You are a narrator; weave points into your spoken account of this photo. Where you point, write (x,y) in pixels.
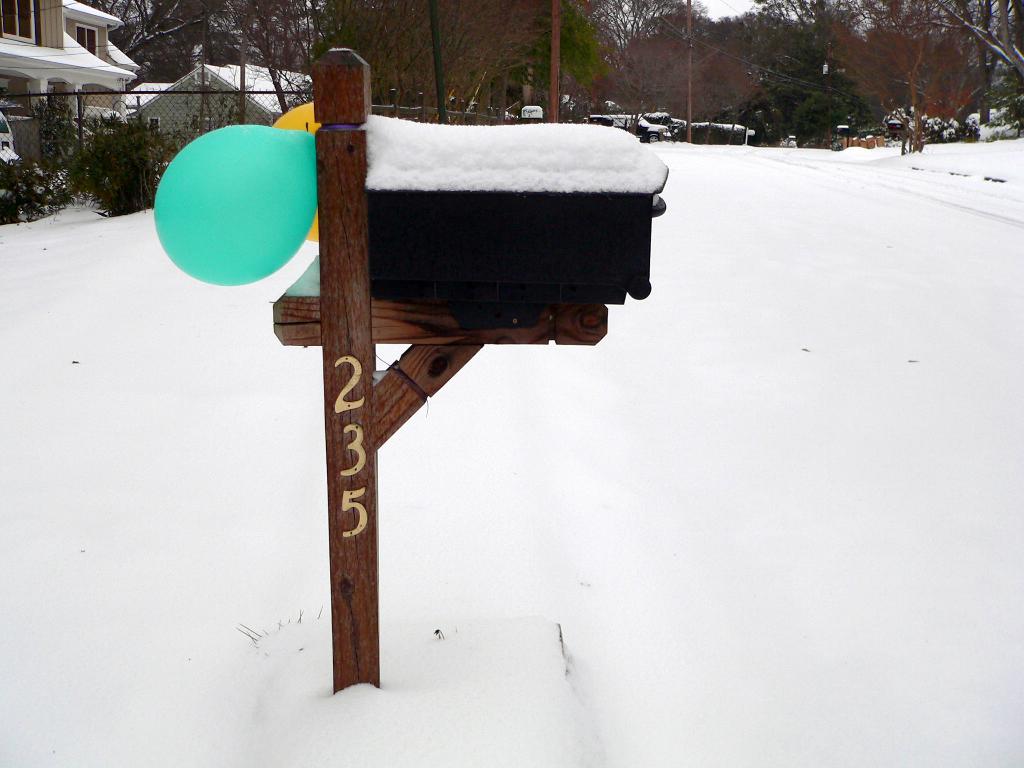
In this image we can see some snow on the stand (382,324) which is tied with the balloons (181,176). On the backside (165,82) we can see the houses (201,78) with roofs (221,78), fence (299,97), trees (481,64), plants (125,184), pole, wires (717,49) and the sky (756,4).
